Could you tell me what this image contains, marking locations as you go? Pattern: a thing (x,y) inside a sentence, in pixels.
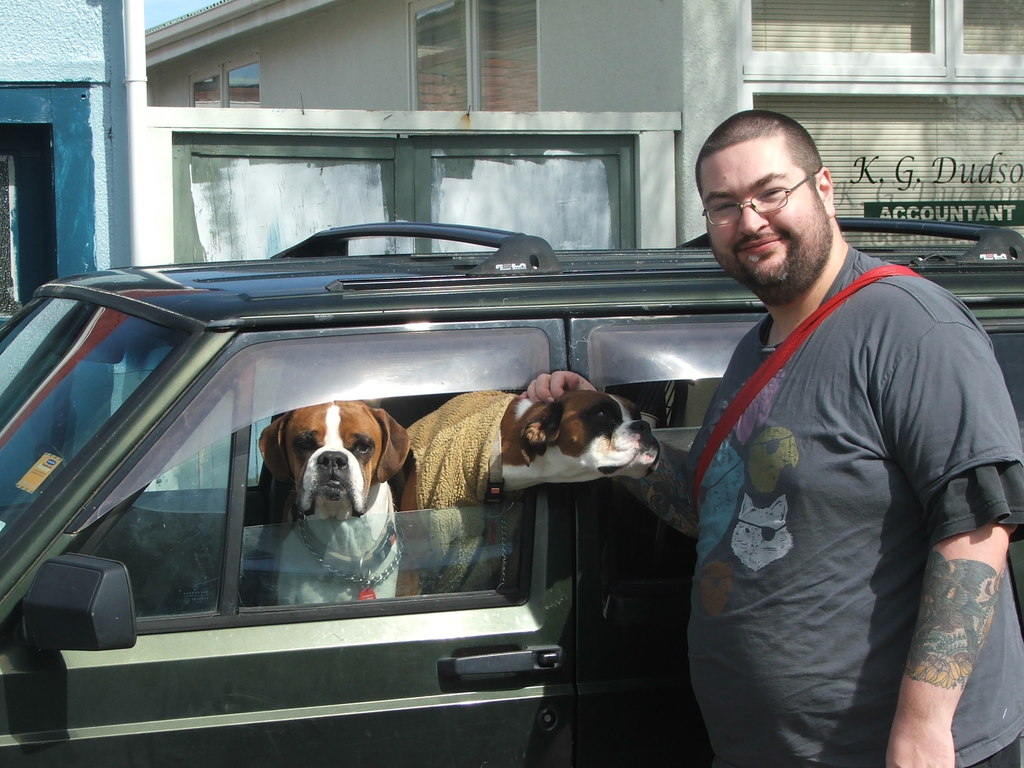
In this green car (388,602) there are two dogs (327,458). This man (824,445) is standing and smiling outside this car (589,503) and holding his dog (527,403). We can able to see building (512,15) with window (475,54).
